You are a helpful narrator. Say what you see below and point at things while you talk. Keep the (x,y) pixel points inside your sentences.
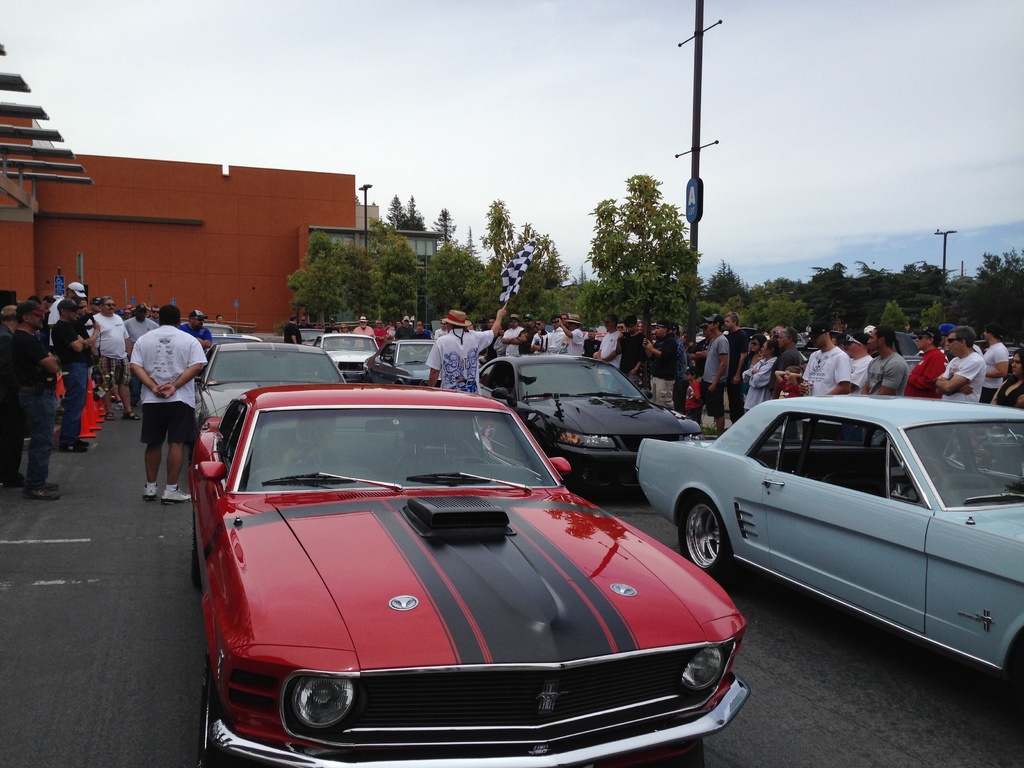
In the center of the image (495,456) we can see a cars (436,440) are present. In the background of the image (524,285) we can see a trees (405,302), building (285,261), poles (701,66) are present. On the left (128,391) and right side of the image (827,340) some persons (724,368) are there. At the top of the image (545,85) sky (591,97) is present. At the bottom of the image (839,711) road (869,729) is there.
